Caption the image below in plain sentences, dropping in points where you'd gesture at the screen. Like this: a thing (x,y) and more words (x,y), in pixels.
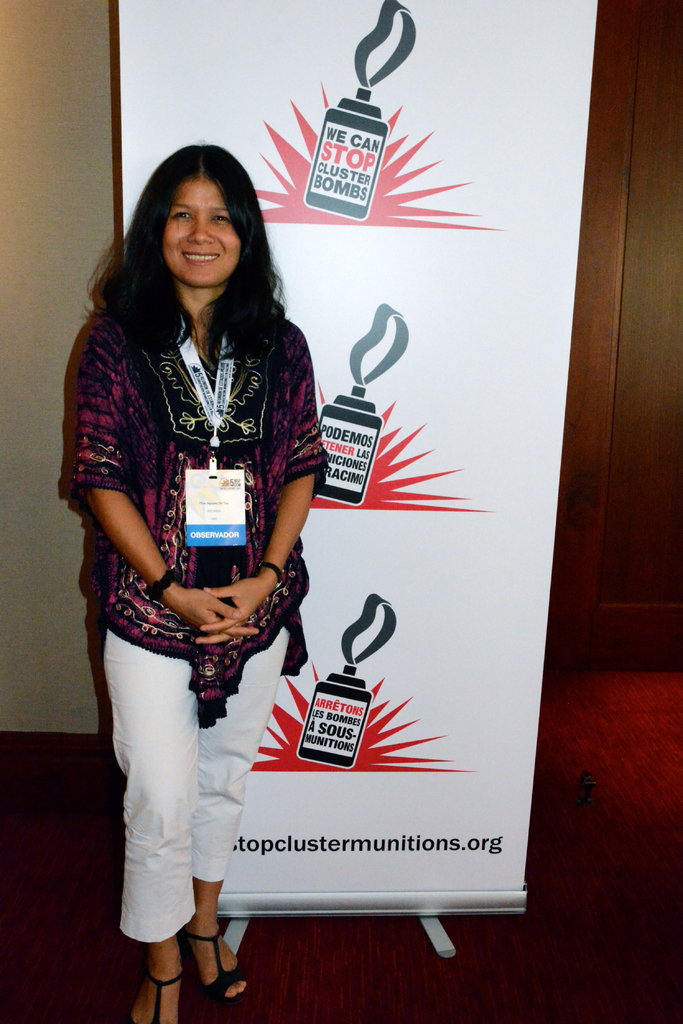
Here we can see a woman (237,655) standing on the floor (194,976) at the hoarding (305,892) and she wore a ID card (240,482) on her neck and this is wall (24,117).
